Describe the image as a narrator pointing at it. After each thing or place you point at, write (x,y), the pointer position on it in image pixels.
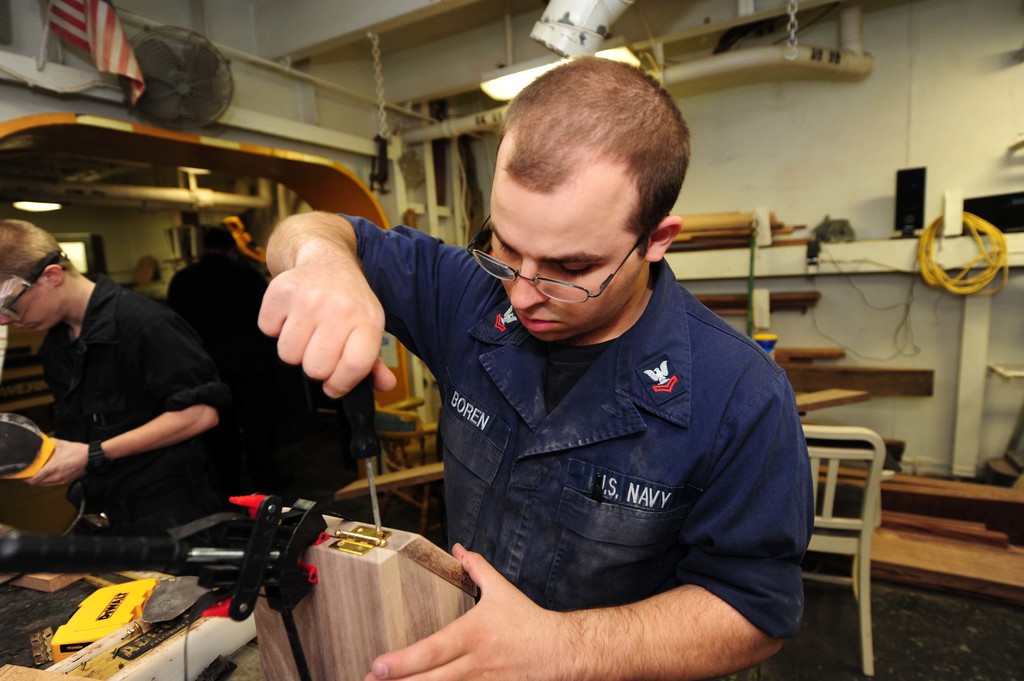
In this image there is a person (554,448) holding a screwdriver (351,398) is fixing a screw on a wooden object (381,550), beside the person (298,358) there is another person (87,369) working, in the background of the image (226,146) there is a chair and a few other objects (712,223).
